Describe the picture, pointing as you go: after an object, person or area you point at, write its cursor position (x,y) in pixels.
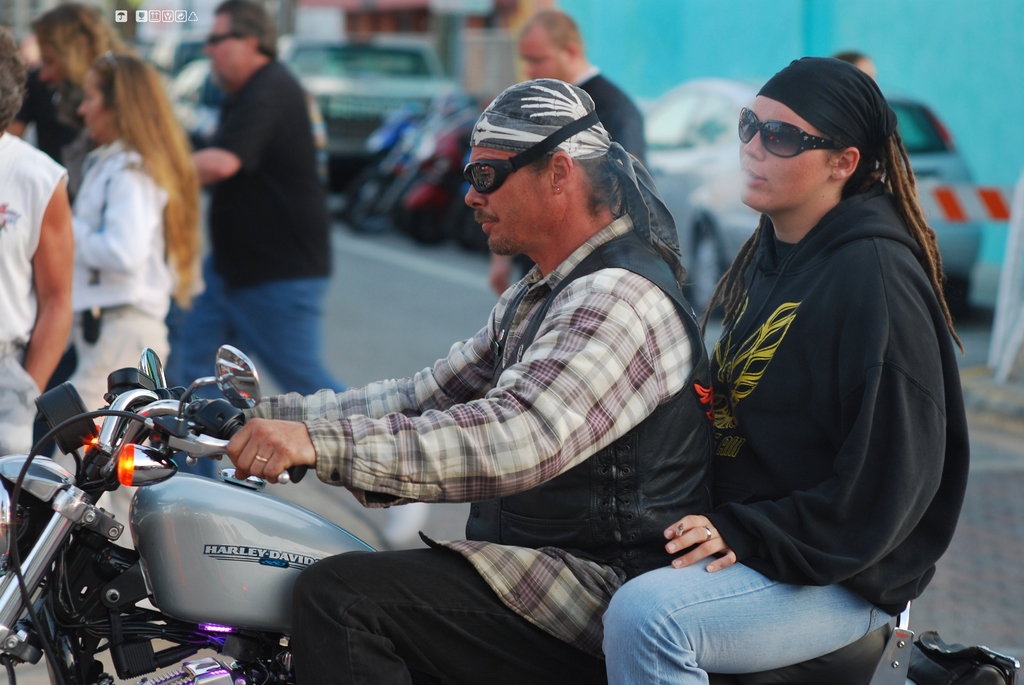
In this picture a guy (449,609) is riding a Harley Davidson (280,554) and a lady (775,181) who is sitting behind him. In the background (702,244) we observe vehicles (705,257) and people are standing to the left corner of the image (57,115).
